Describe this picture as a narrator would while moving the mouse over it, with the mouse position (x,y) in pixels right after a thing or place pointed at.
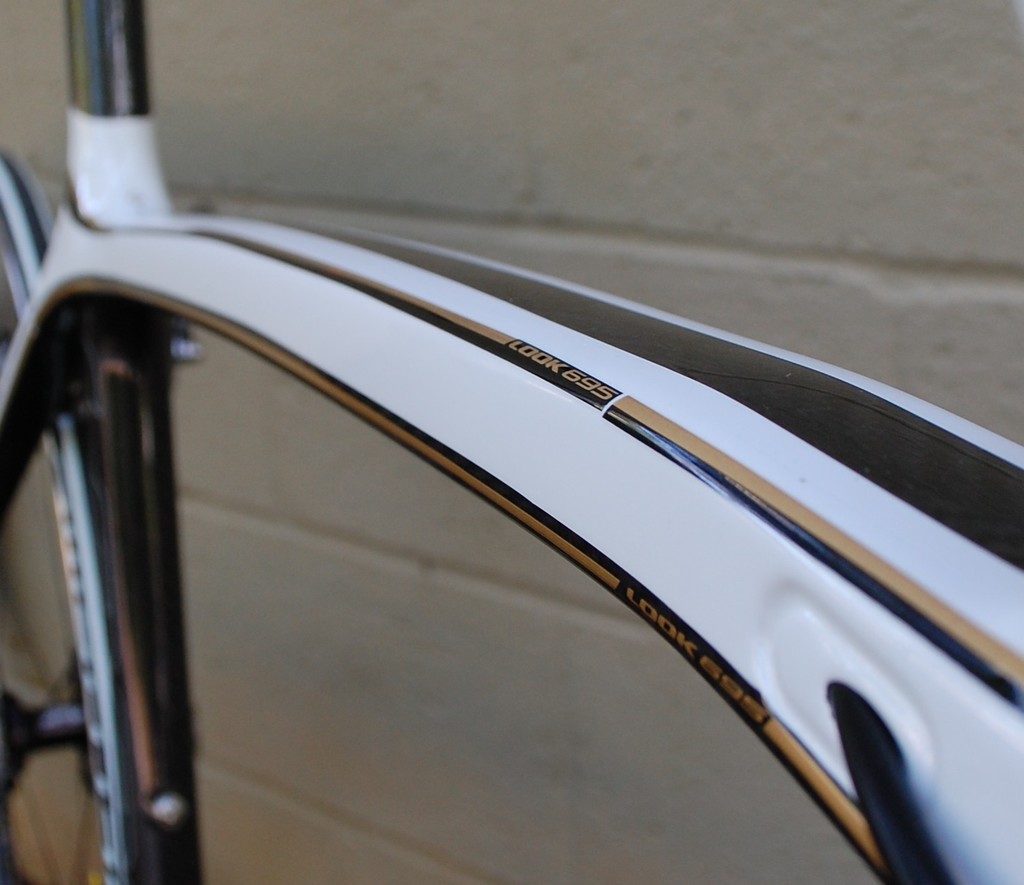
In this image we can see the bicycle (446,397) near the wall (394,772).
